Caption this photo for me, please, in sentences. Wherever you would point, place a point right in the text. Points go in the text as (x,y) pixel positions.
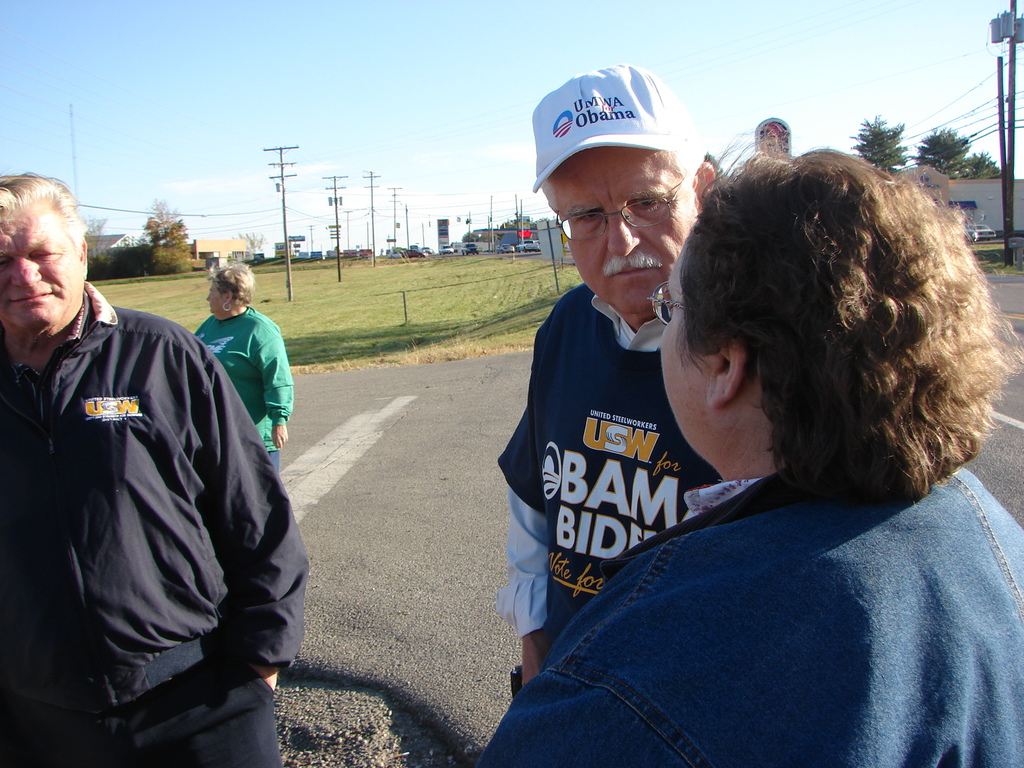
In front of the image there are a few people (208,544) standing, behind them there is grass (436,337) on the surface (369,321) and there are electric poles (290,277) with cables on it there are trees (946,166) and buildings (941,178).
